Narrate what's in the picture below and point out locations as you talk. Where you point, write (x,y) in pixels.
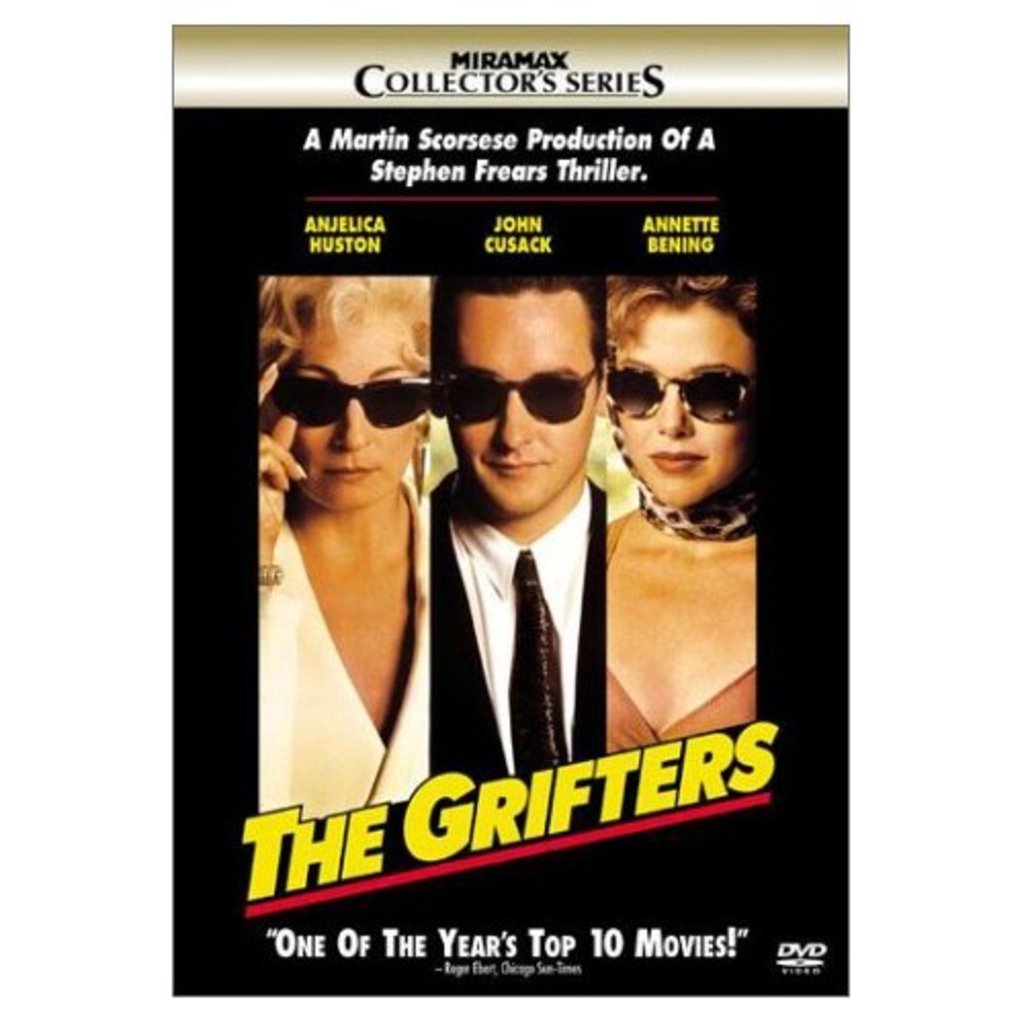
In this picture, there is a poster (480,367) with pictures (568,459) and text (571,176). In the poster (369,511), there are two women (709,450) and a man (529,503). All of them are wearing goggles (640,400).
